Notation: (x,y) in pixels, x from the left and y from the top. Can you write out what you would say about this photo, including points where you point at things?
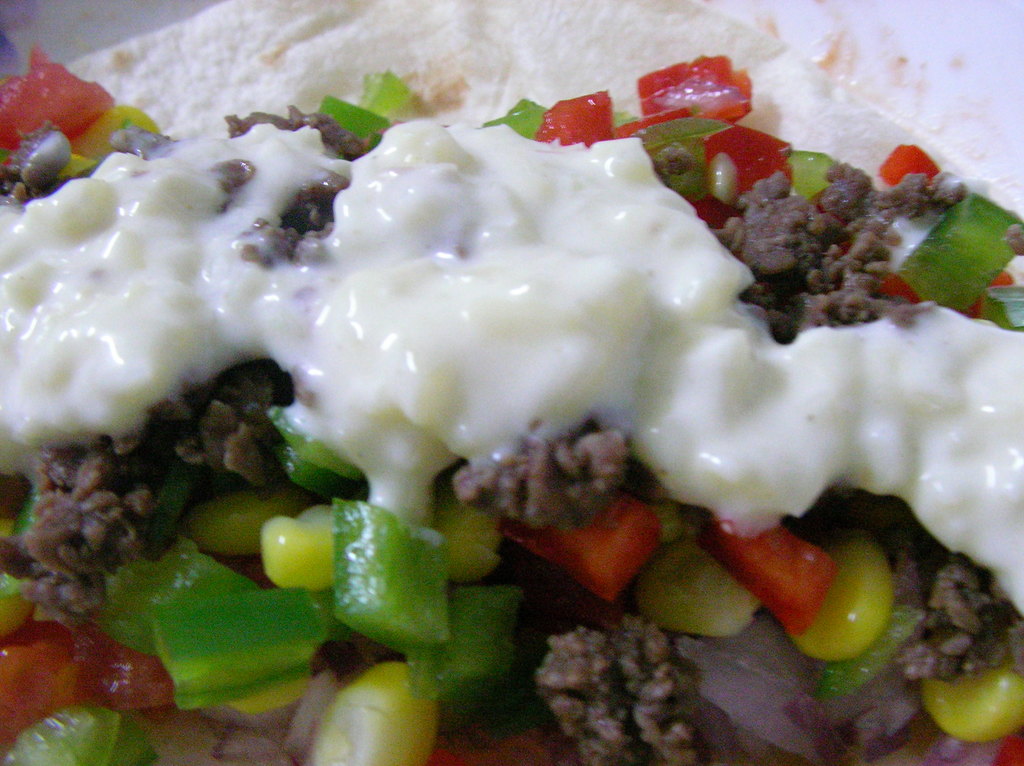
In this image on a plate (868,46) there is some food (305,228). There is chopped capsicum (431,631), sweet corn (643,607), minced meat (611,650) is there on the plate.
